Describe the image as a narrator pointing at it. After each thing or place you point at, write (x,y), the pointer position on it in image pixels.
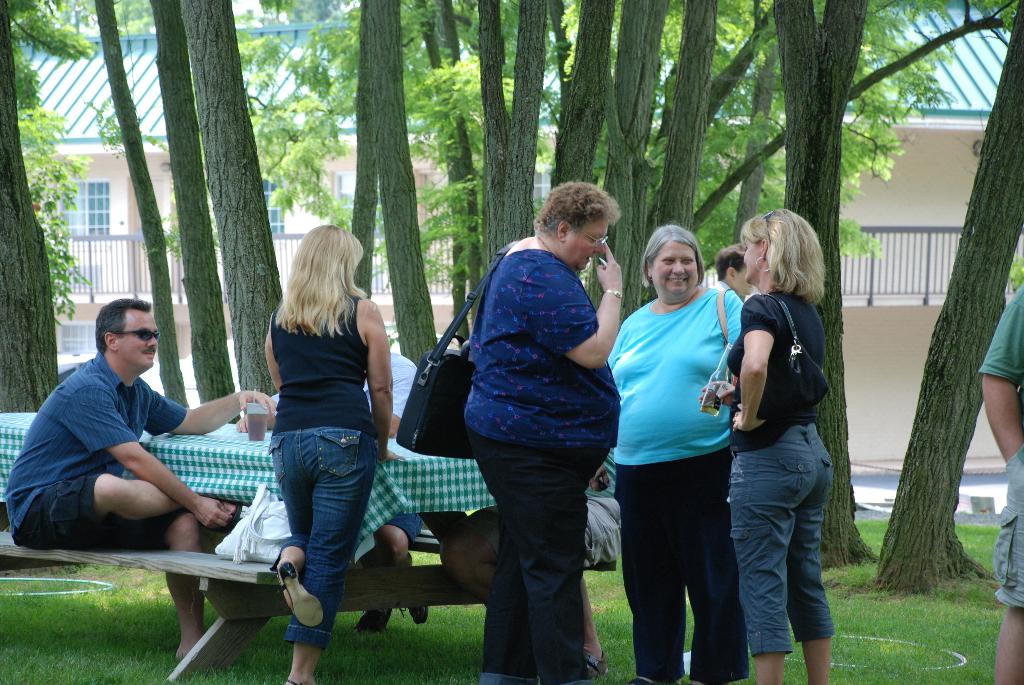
This is a picture taken in the outdoors. There are group of people (590,411) standing on the floor (887,638) and the man (82,424) in blue shirt (87,428) was sitting on a bench (165,554). In front of these people (119,429) there is a table (221,460) on the table (221,460) there is a glass (250,422) and the woman (529,359) in blue dress (518,364) is wearing a bag (424,386). Behind the people (78,432) there are trees (466,180) and building (123,209).
